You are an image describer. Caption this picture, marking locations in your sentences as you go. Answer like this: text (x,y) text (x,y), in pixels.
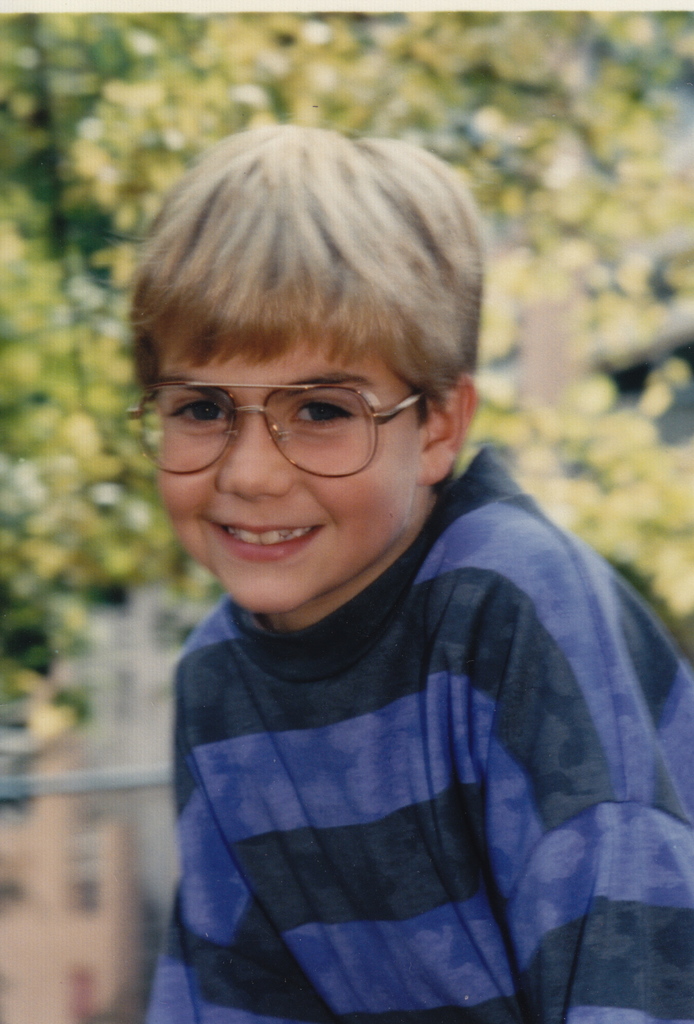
In this Image I can see a person (366,791) wearing blue color dress (348,787) and smiling. Back I can see trees (119,58) and blurred background (12,139).
